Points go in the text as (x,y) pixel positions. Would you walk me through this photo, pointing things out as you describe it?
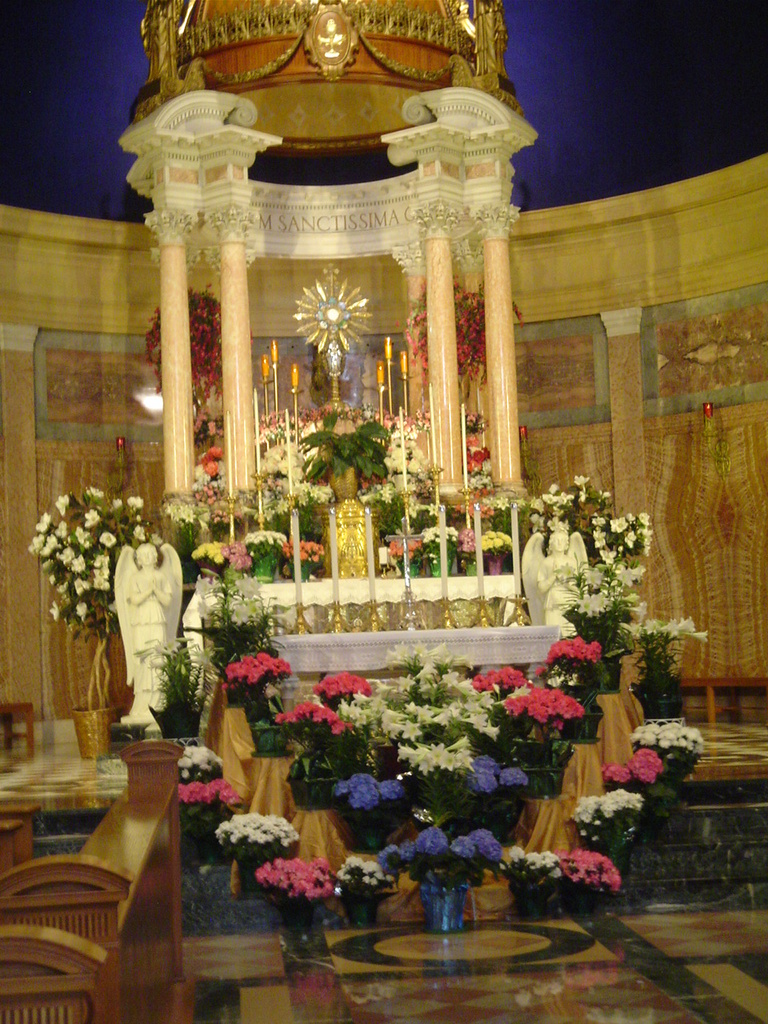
In the picture we can see a small Church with some candle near it and we can see some flowers (648,643) and decorate it with two sculptures (149,551) on the either side of the church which are white in color and besides, we can see a wooden railing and in the background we can see a wall (566,459) which is designed.
